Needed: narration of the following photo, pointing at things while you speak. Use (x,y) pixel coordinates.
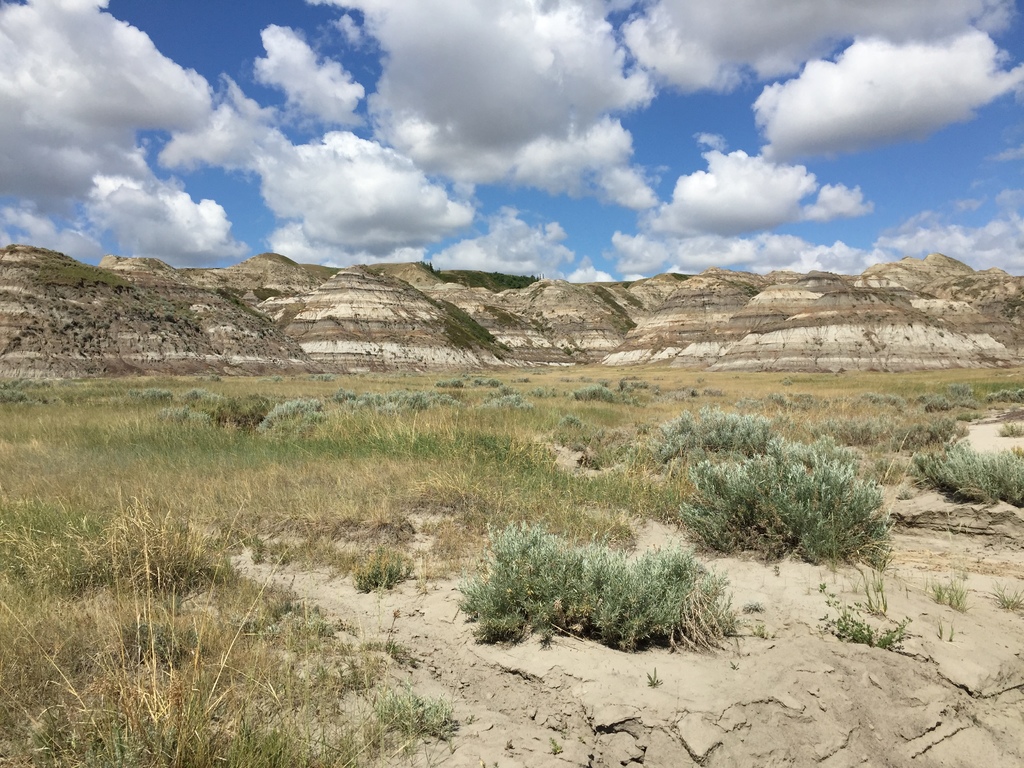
In this image in front (264,459) there is grass (578,429) on the surface (603,406). There are plants (821,491). In the background of the image (465,338) there are mountains (466,293), trees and sky (538,123).
